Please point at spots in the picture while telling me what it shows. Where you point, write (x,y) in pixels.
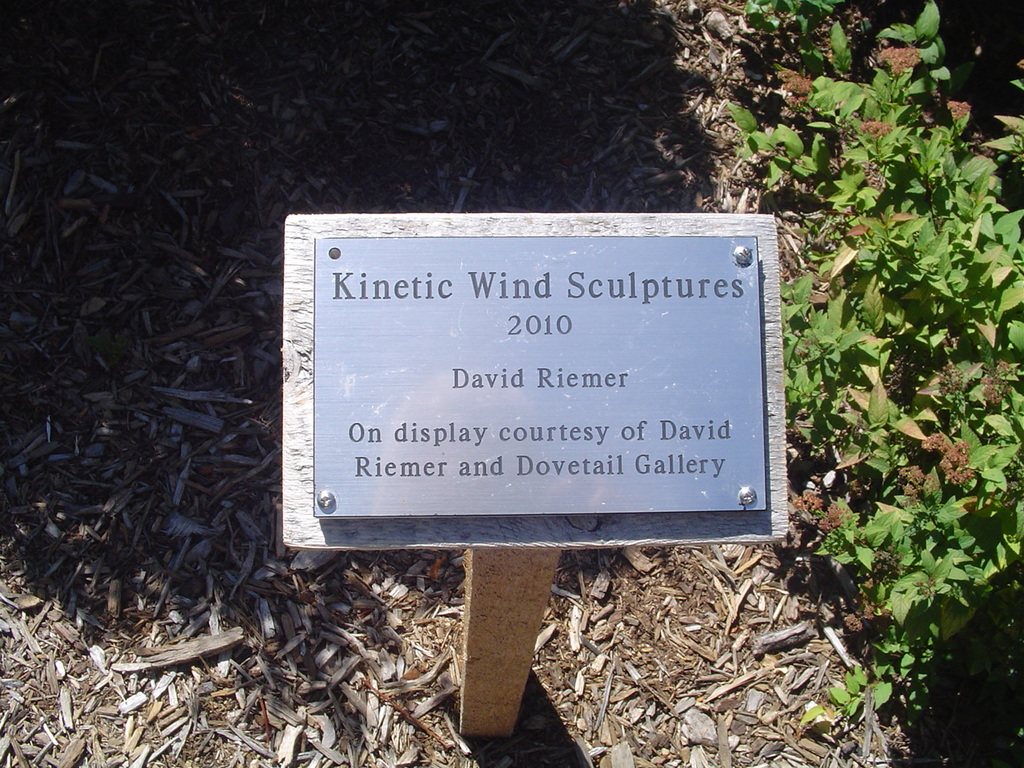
In this picture we can see sign board (618,437) on the wooden stand (513,544). Beside that we can see plant (893,416). On the bottom (294,655) we can see small wooden sticks (227,663).
